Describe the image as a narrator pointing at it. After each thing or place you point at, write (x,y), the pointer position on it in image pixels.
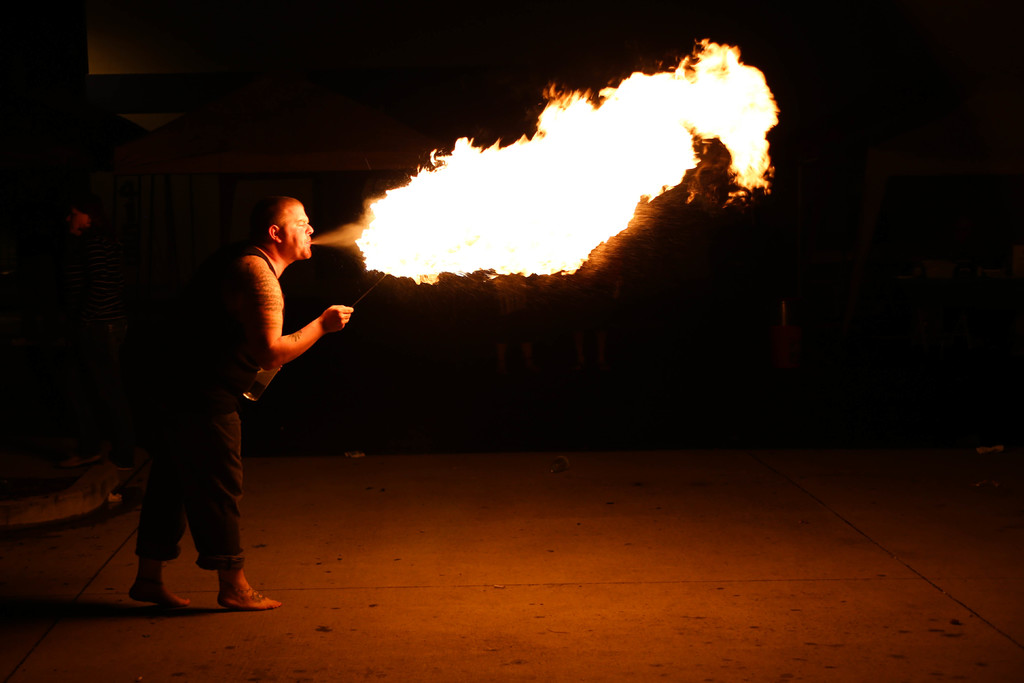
In this image we can see a man (236,304) is standing on the ground (128,561), here is the fire (426,237), here it is dark.
